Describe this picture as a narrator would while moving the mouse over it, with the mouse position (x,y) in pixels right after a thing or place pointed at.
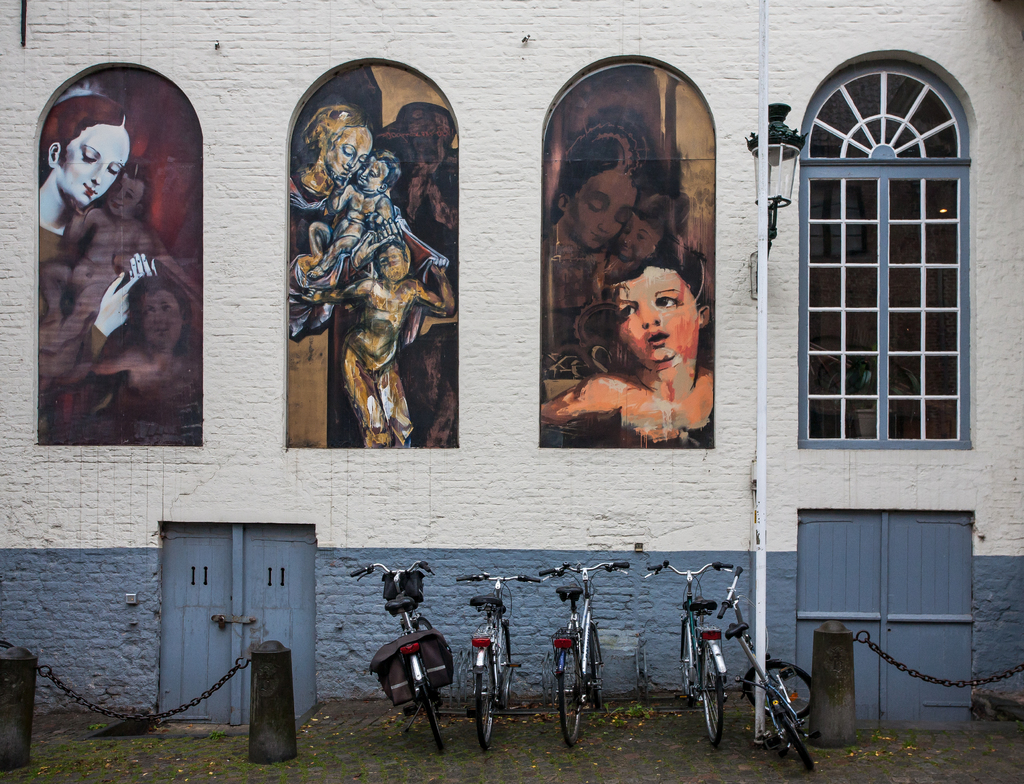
In the picture I can see the bicycles (688,580) at the bottom of the picture (499,674). I can see the chain link fencing (213,690) on the left side (292,673) and the right side (888,662) as well. I can see the building (891,275) and there is a painting (665,155) on the wall (1015,227) of the building (484,135). I can see the glass window (928,270) of the building (834,241) on the right side (932,330). I can see a decorative lamp pole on the right side (764,389).
